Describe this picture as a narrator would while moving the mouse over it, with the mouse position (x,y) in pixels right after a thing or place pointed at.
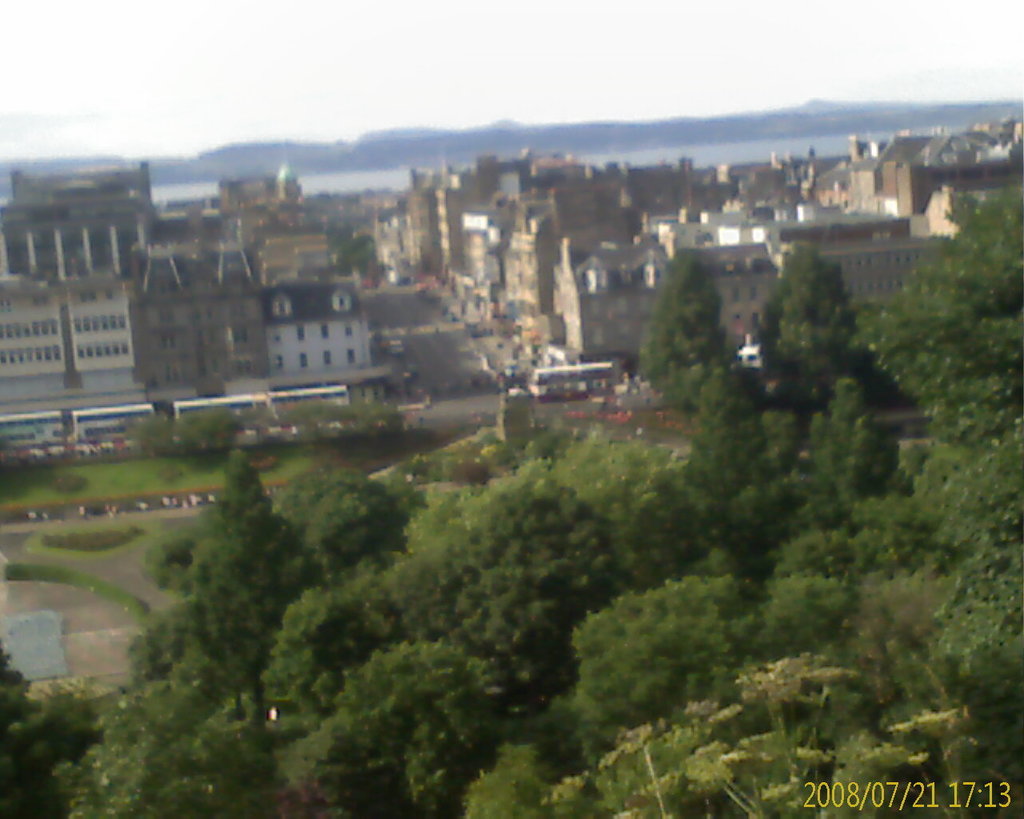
This picture is taken outside. At the bottom (587,570), there are trees (723,383). In the center (641,298), there are buildings (553,303). In middle of the buildings (324,375), there are roads (572,411). On the road (560,408), there are vehicles (562,393). On the top (305,156), there are hills (237,158) and sky (609,100).
